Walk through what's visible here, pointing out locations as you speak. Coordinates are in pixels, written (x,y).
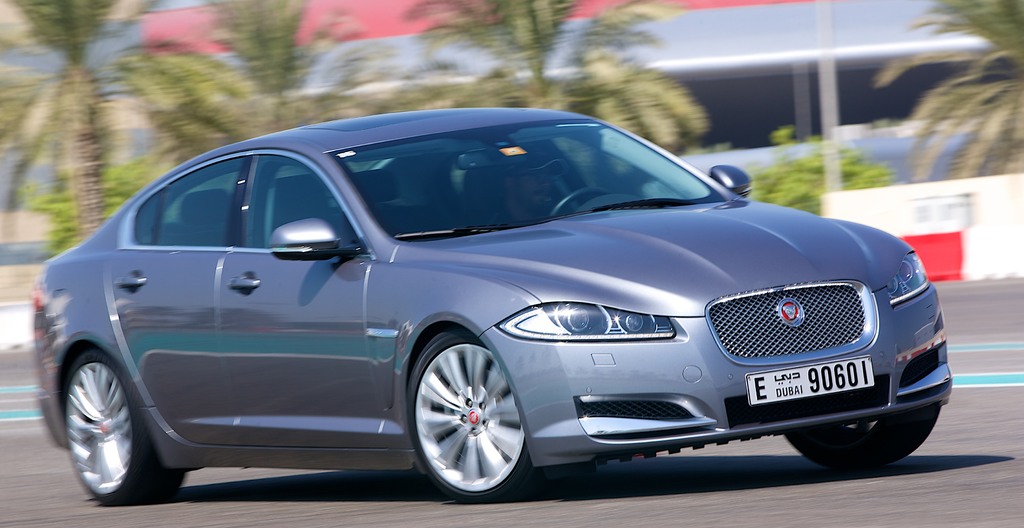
In this picture we can see a car (651,448) on the road (746,473), in the background (74,58) we can see few trees (676,85).
